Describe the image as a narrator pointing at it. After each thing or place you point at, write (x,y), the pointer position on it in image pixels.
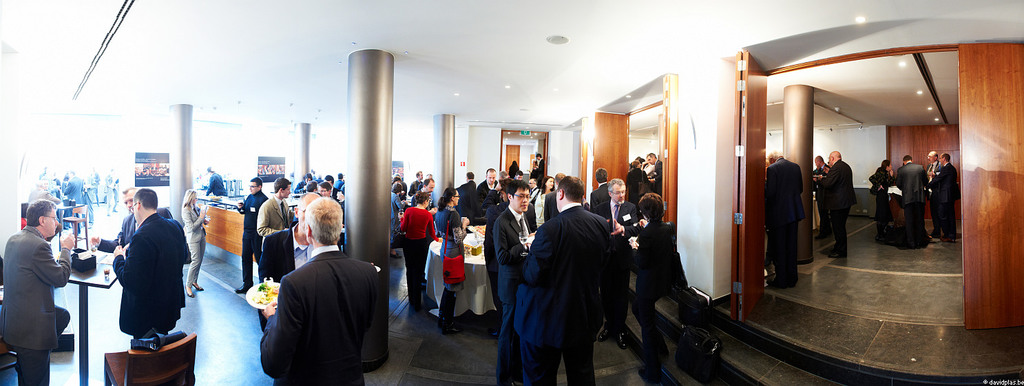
There are persons (534,173) in different color dresses (662,254) standing on the floor (207,293). Some of them are holding plates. Which are having food items (263,297). There are tables (484,239). On which, there are food items (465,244). On the right side (905,199), there are persons (839,162) standing. In the background (811,167), there are pillars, lights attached to the roof (602,98), there are doors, monitors (157,169) and other objects (449,257).
